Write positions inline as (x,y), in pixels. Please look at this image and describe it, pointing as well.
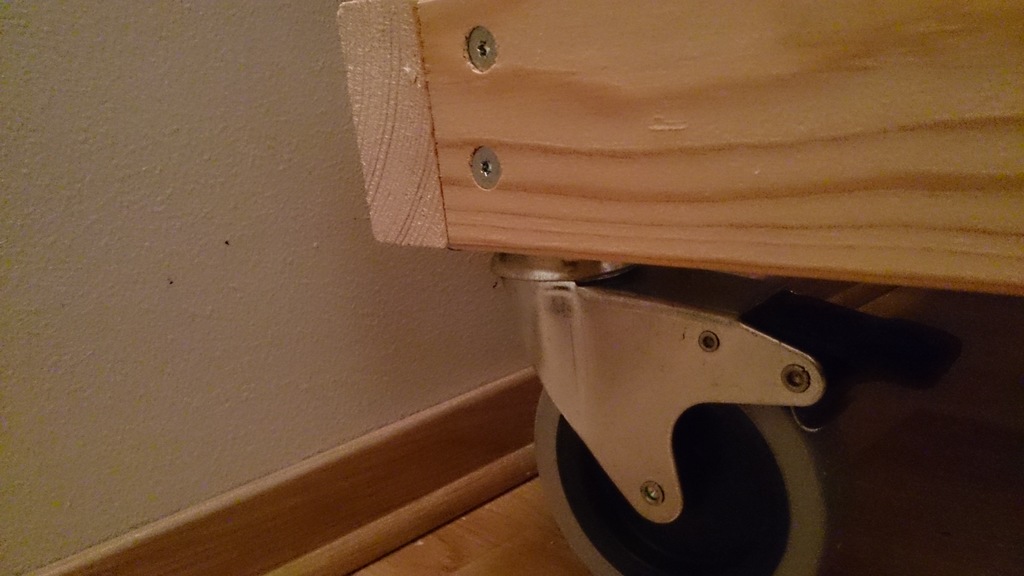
In this picture we can see a wall (157,243), on the right side (691,181) it looks like a trolley (663,178), at the bottom (522,549) there is floor (513,557).
